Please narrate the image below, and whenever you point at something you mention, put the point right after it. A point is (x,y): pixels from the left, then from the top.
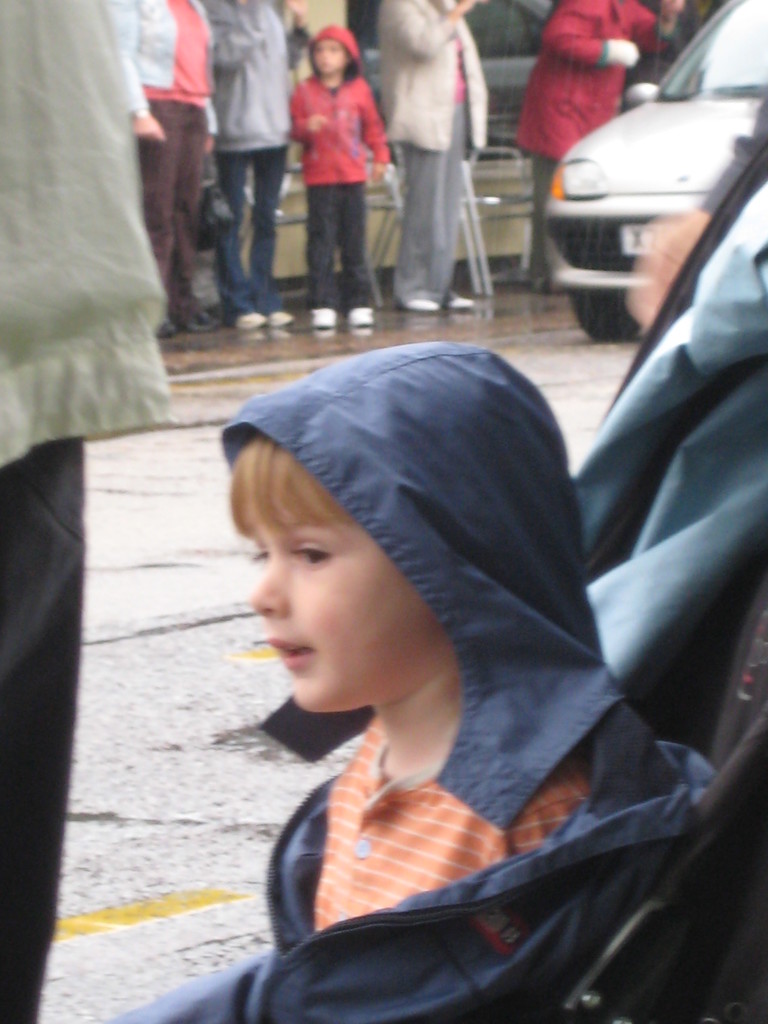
In the picture we can see a small child (423,860) with a raincoat (636,772) which is blue in color and sitting in the trolley (749,588) and beside to the child (491,856) we can see some persons (96,329) standing and near them we can see a road (106,719) and a car (674,159) on it and to the opposite direction we can also see some people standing on the path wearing a raincoat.
